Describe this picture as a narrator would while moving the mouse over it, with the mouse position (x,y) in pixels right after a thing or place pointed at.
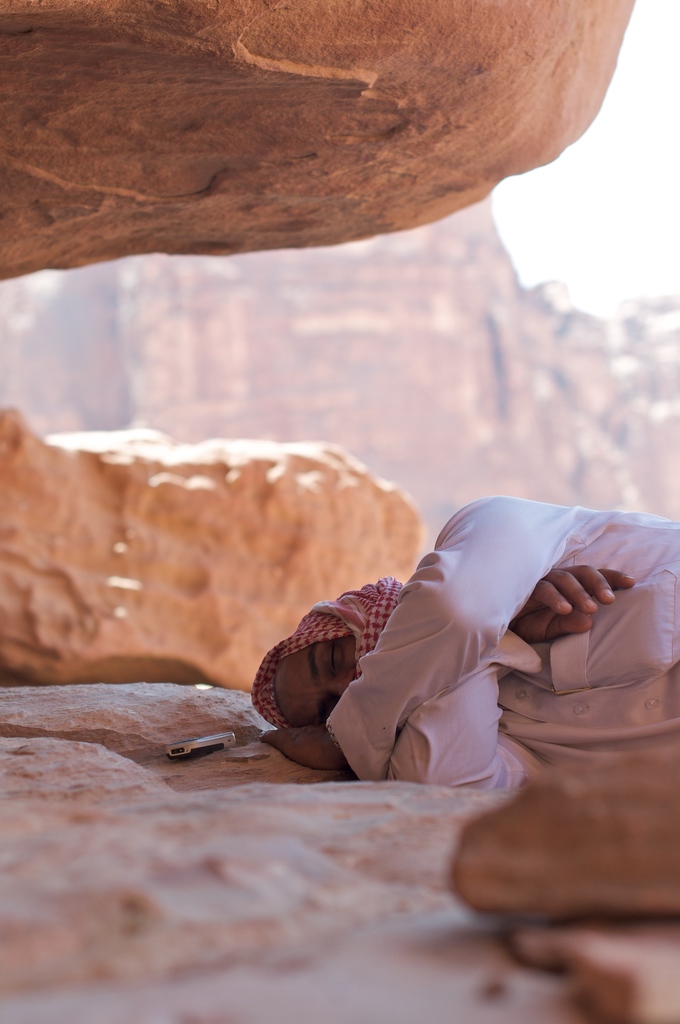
In this picture I can observe a person (457,762) laying on the rock (235,758). There is a mobile (172,754) beside him. The person (366,745) is wearing white color dress (414,701). In the background (211,385) there are hills (266,406).
